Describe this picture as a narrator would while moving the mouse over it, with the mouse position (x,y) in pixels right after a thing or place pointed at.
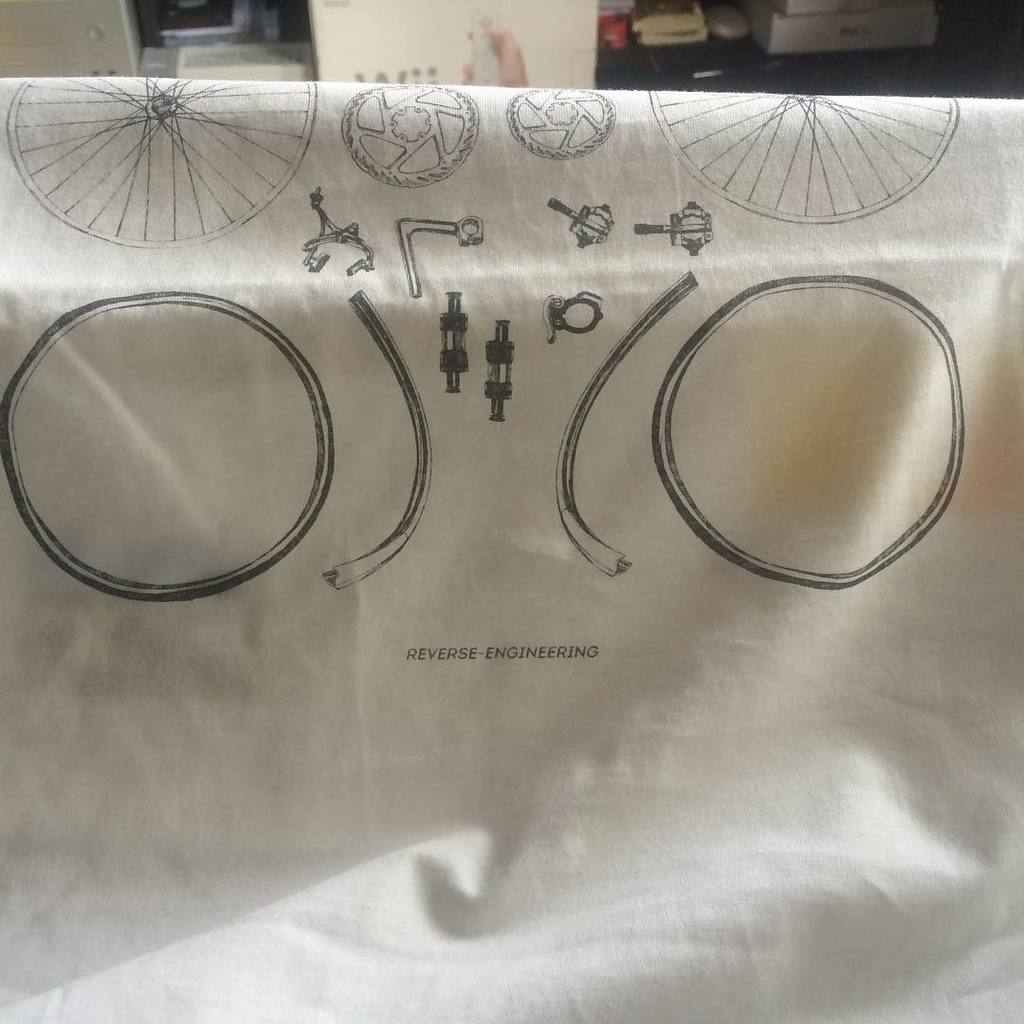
There is a painting (316,389) on a cloth (262,392) as we can see in the middle of this image (387,463). We can see a wall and other objects (456,35) in the background (458,28).
